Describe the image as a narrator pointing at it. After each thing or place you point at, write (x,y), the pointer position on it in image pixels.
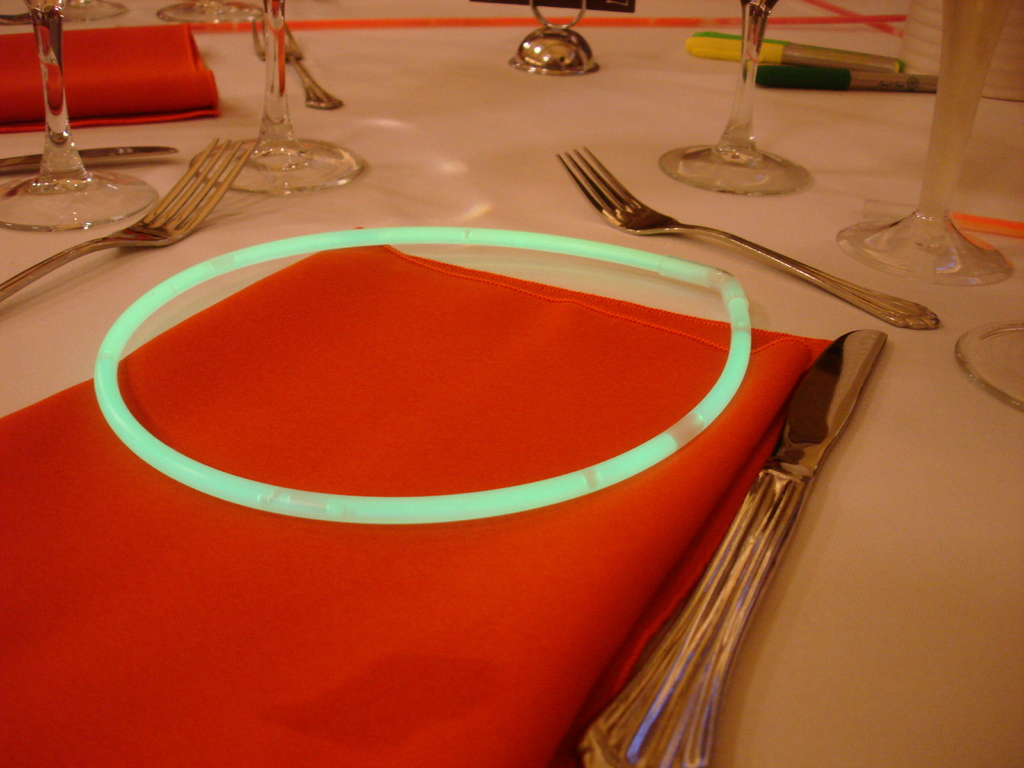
In this image we can see red clothes (791,349), glasses (931,196), forks (766,254) and few objects (827,83) on a white surface (912,597). There is a circular shaped object (368,499) on a red cloth (422,537) in the foreground (422,537).
